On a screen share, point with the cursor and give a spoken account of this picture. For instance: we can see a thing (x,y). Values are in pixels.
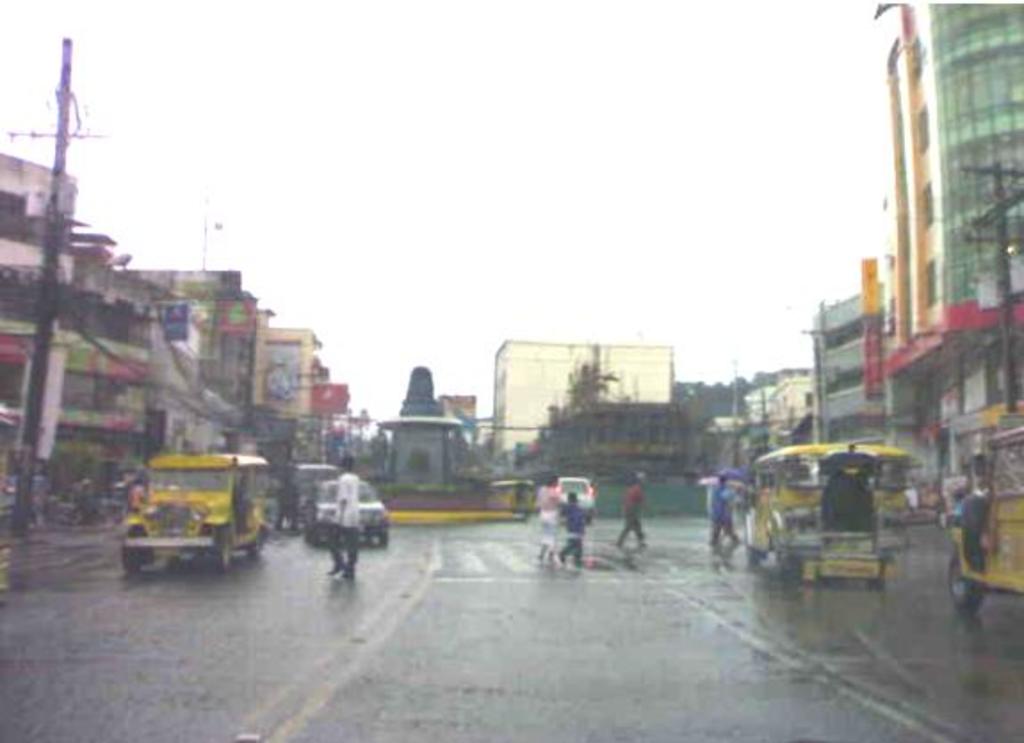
As we can see in the image there are few people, vehicles (885,517), buildings (852,379), current poles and trees (700,445). At the top (470,107) there is sky (677,83).
